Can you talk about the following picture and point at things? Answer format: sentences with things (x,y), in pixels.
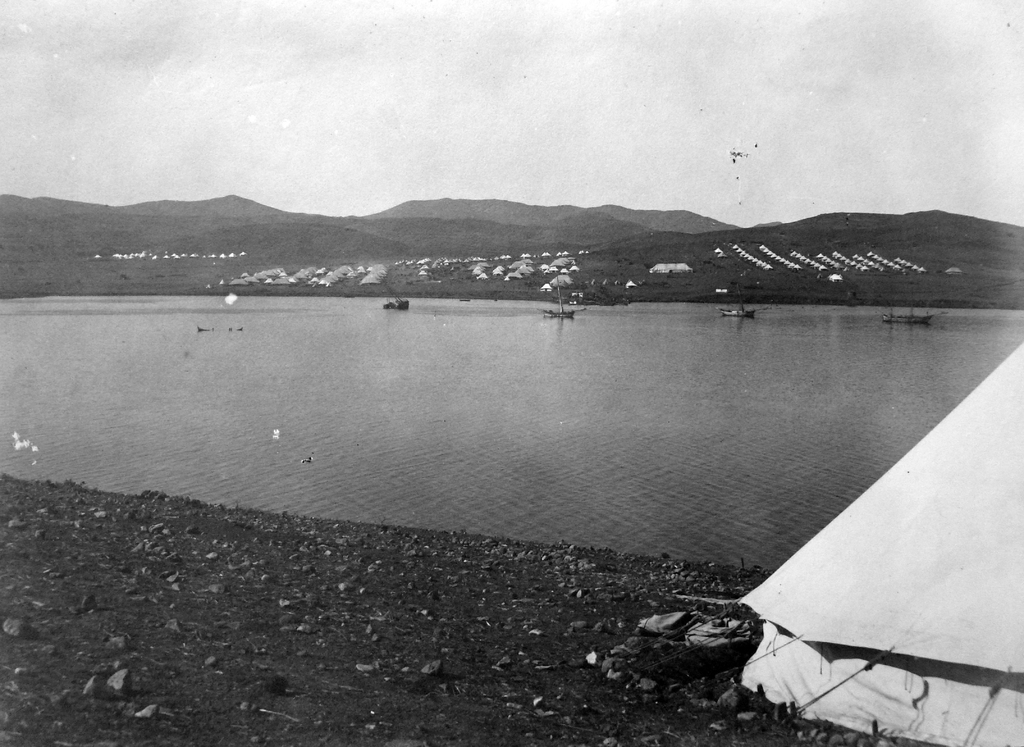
In this image I can see a tent (953,580) on the right (905,512). There is water (869,435) in the center (456,385). There are boats (926,320) on the water (424,302). There are tents (810,261) and hills (512,251) at the back (527,240). There is sky (508,115) at the top (475,130). This is a black and white image.
